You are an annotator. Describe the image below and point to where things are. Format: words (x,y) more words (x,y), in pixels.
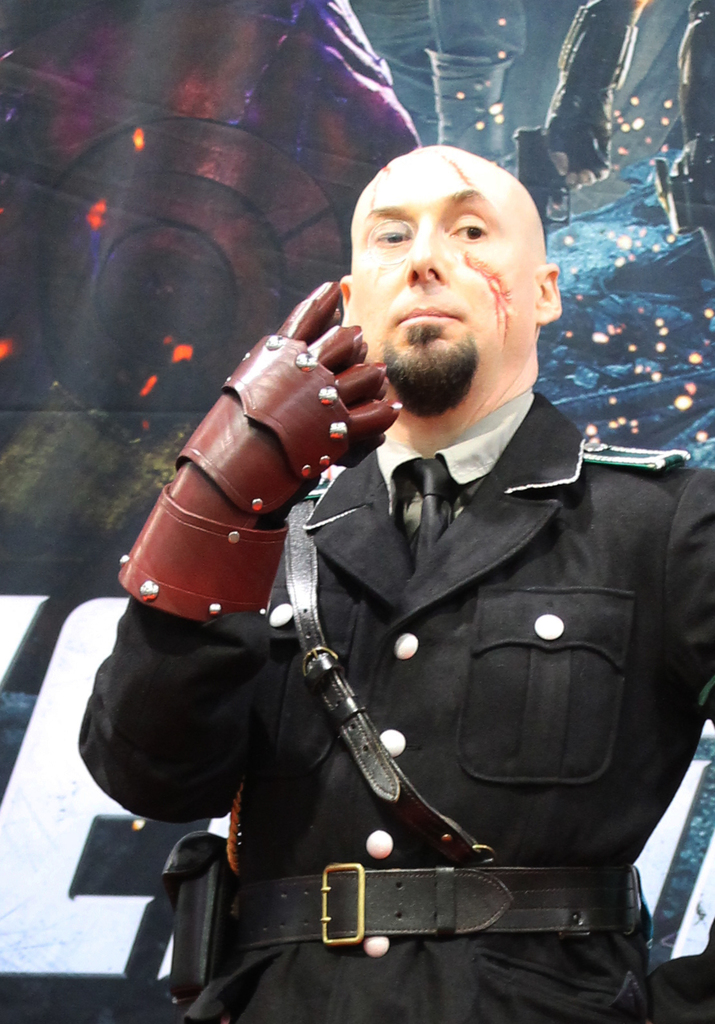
Here we can see a man (421,739) standing and there is a glove (324,450) to one of his hand (308,355). In the background (235,339) we can see a hoarding (210,215).
